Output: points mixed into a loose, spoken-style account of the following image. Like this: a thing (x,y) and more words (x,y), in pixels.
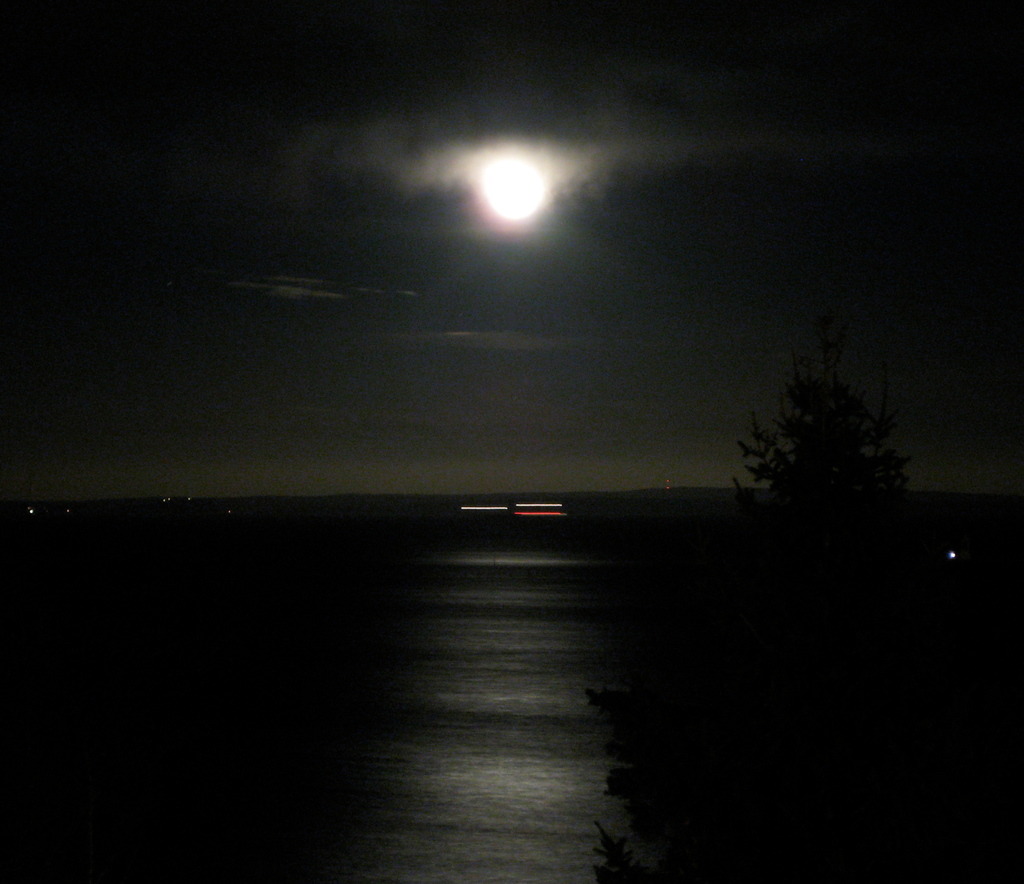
This image is dark and here we can see trees (693,559), lights (499,506) and at the top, there is moon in the sky (585,249).
